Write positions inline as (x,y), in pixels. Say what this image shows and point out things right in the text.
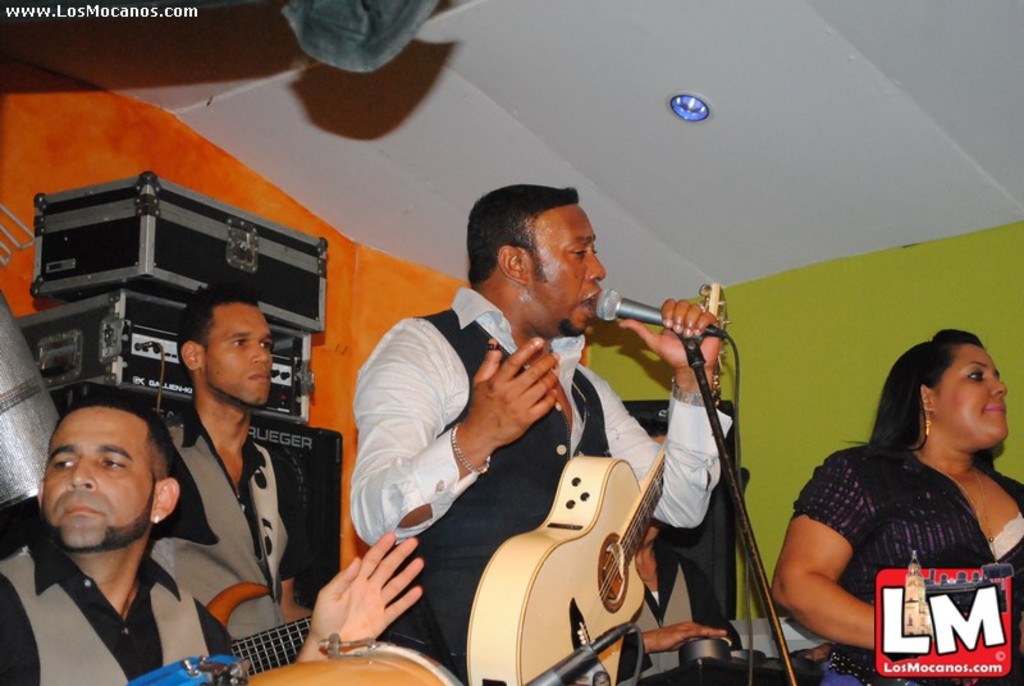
In the middle (504,421) there is a man (551,462) he wear white shirt (424,437) and suit (502,493). he hold guitar (551,584) and mic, i think he is singing. On the right (919,456) there is a woman (876,544), she wear a black dress (909,488) she is staring at something. On the left (204,483) there are two man (171,558) there are staring at something. At the top (704,107) there is a light (691,117). In the background (919,305) there is a wall (409,274) with different colors.
